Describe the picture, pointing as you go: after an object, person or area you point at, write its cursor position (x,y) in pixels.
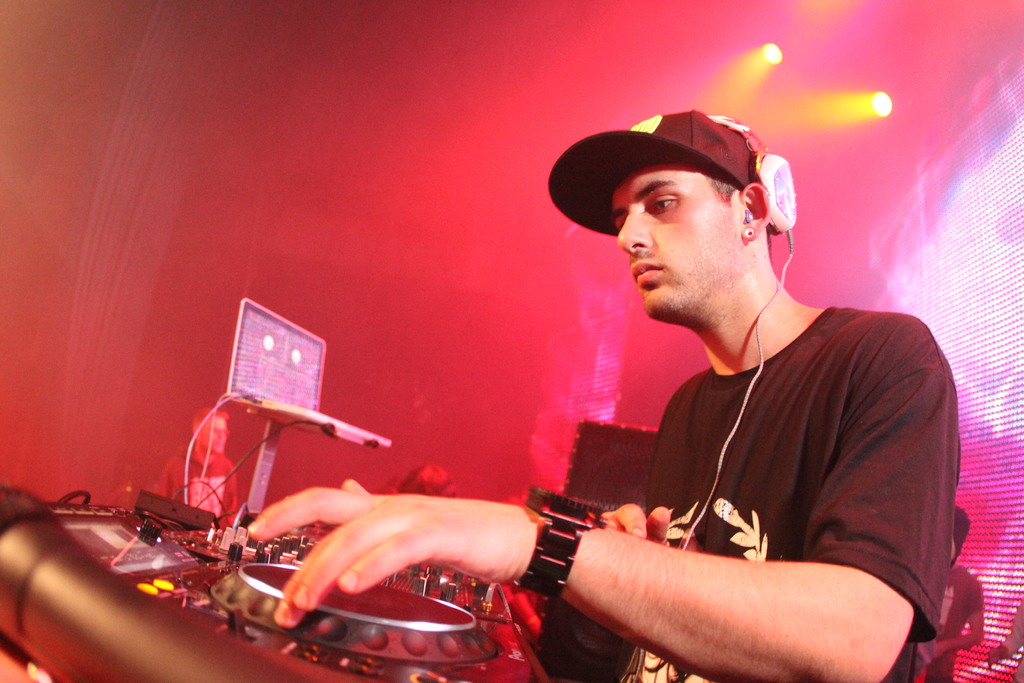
In this picture we can see a man (688,474) operating a music controller (344,636), he wore a cap (721,173) and headphones (789,207), we can see lights (877,97) here.
